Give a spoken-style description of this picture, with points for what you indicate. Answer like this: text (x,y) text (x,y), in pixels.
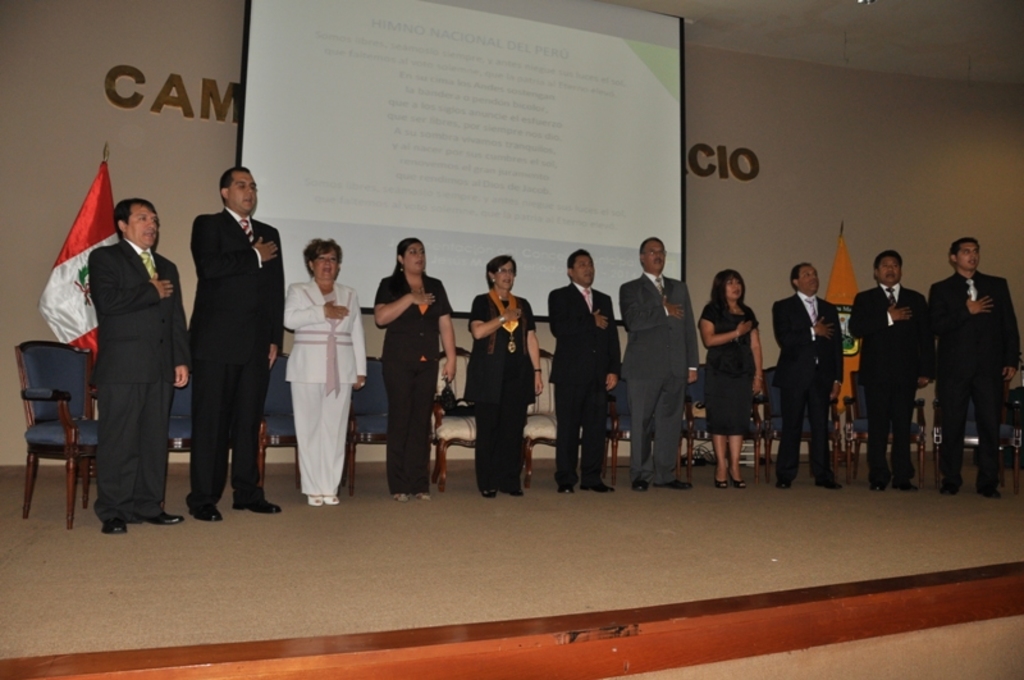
In this picture there are people (239,291) standing and we can see chairs (467,428) and flags (80,280). In the background of the image (741,117) we can see text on the wall (772,115) and screen (523,213).
